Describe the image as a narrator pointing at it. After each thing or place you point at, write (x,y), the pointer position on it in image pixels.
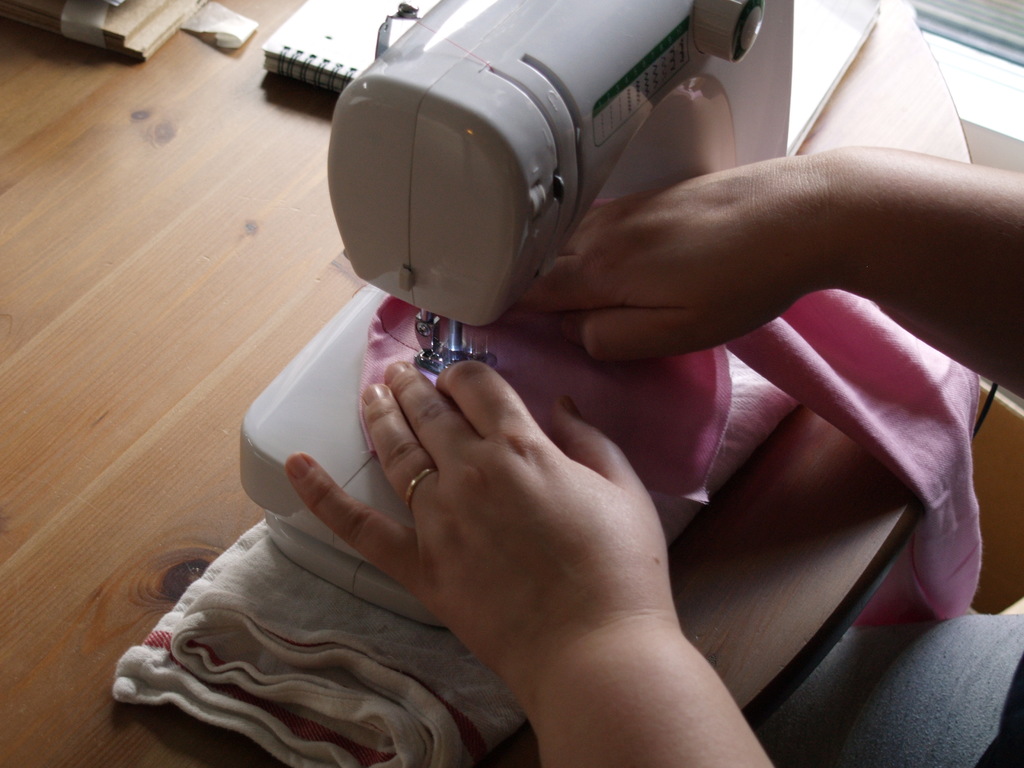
As we can see in the image there is a table (196,461) and a person (578,547) on the right side (934,195). On table (178,71) there are books (154,41), cloth (253,541) and sewing machine (471,184).
